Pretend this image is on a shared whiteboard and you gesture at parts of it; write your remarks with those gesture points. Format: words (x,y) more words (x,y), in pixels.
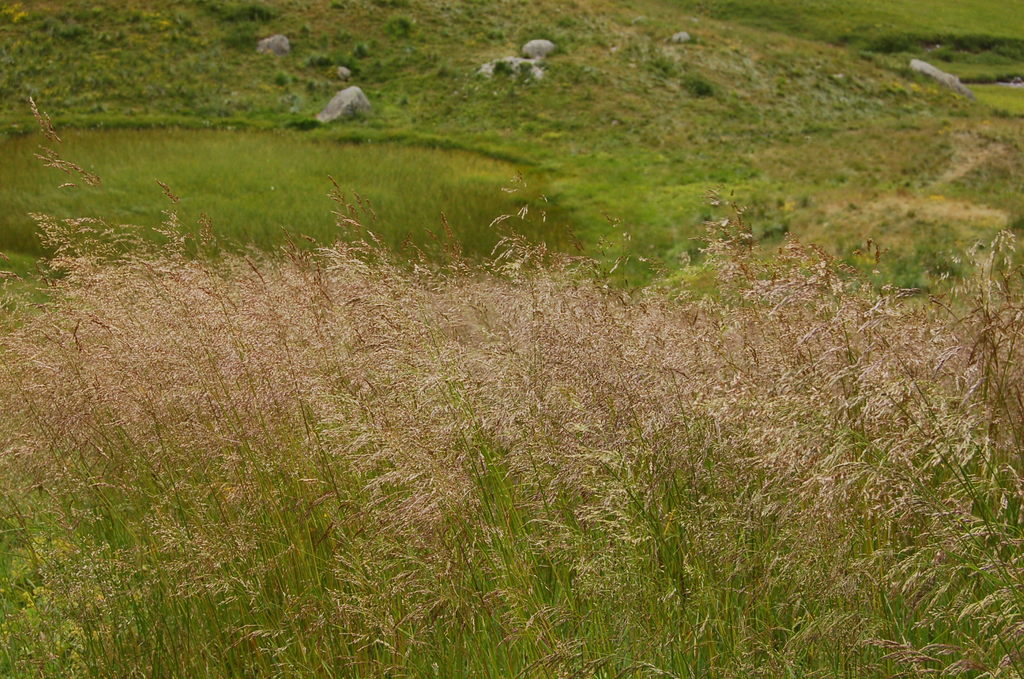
In this picture we can see plants (778,337), stones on the ground (621,139) and in the background (733,84) we can see the grass (843,191).
